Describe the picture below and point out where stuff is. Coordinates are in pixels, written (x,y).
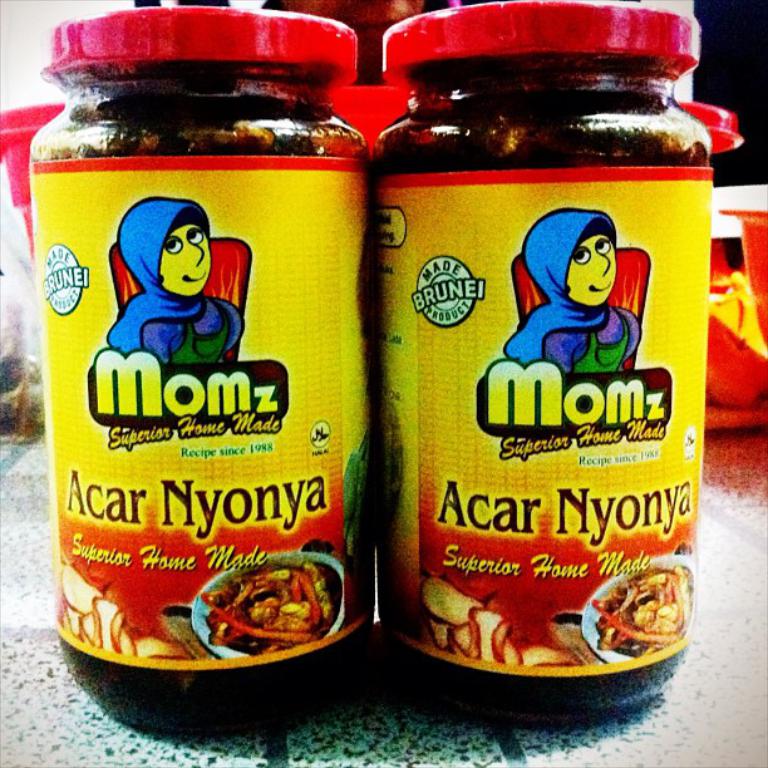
In this image, I can see two glass jar bottles (546,387) filled with some food item (540,698). These bottles (410,386) are closed with the lids (239,38), which are red in color. I can see the labels (313,324) attached to the bottles (673,363). These bottles (498,707) are placed on the floor (719,717). In the background (738,284), I can see few objects (739,277).
